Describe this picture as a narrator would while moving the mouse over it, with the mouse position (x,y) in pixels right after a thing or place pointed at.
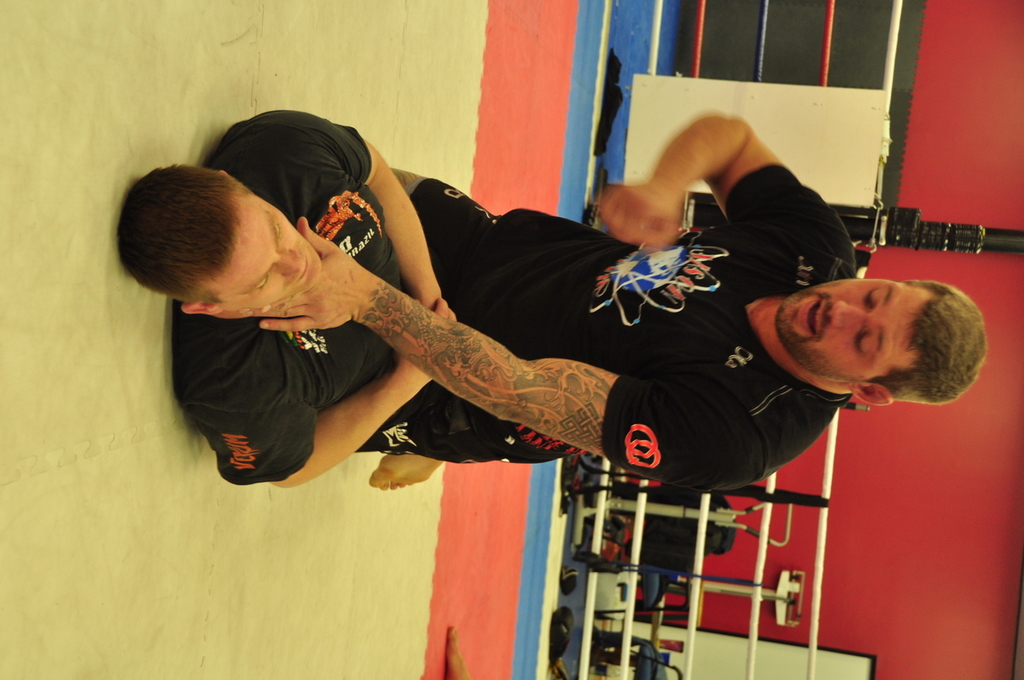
At the left side of the image (115,223) there is a man (152,238) on the floor (136,79). On the man (298,280) there is another man (522,276) sitting. Behind them there is a black pole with ropes (821,59). In the background (802,89) there are few items (568,585) and also there is a red wall (980,292).
